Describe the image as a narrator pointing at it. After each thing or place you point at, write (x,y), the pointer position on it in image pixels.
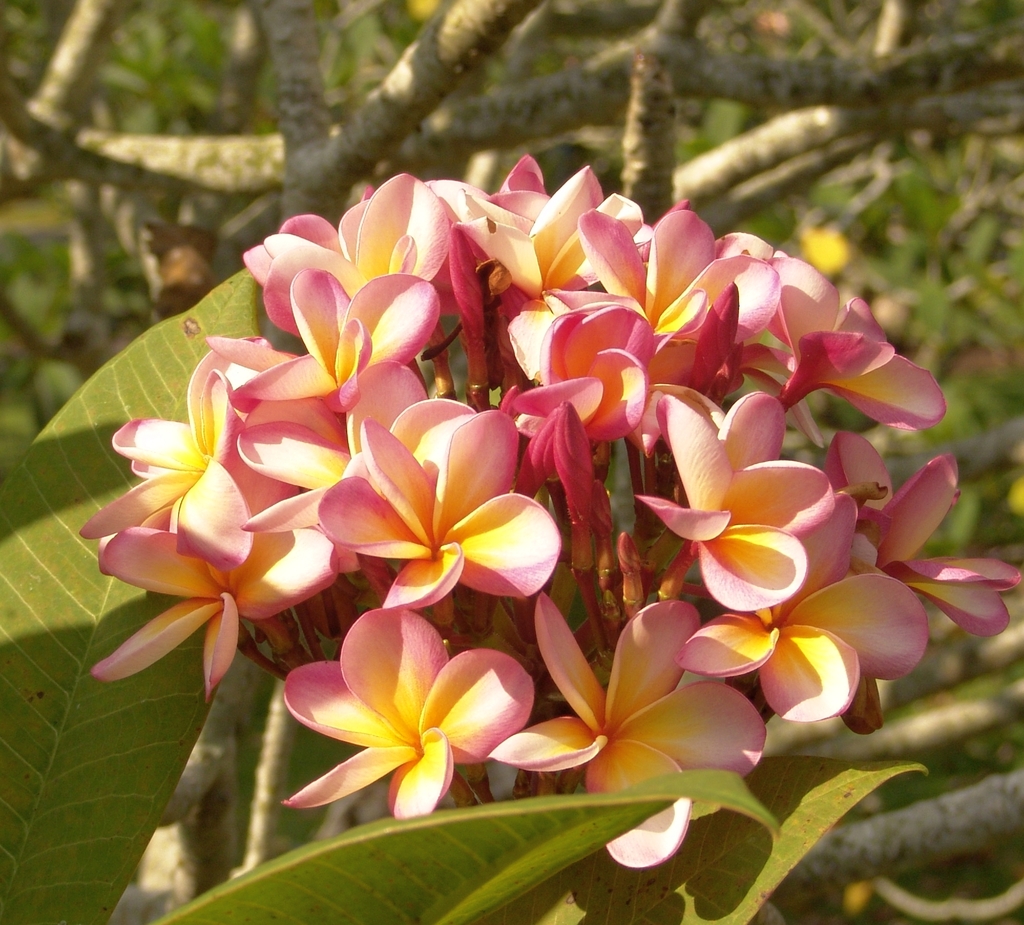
There are some flowers (470,547) and leaves (645,811) on a plant (530,286) as we can see in the middle of this image (442,342).
